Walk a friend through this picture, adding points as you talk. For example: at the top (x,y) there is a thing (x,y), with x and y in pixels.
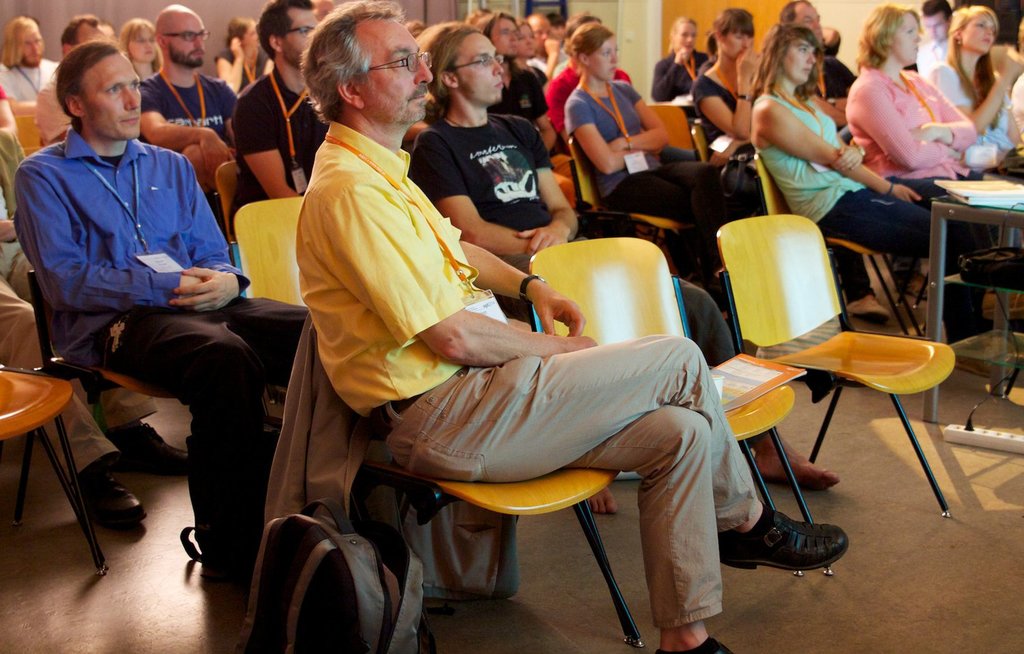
There are group of persons (595,149) sitting in a chair (648,267).
